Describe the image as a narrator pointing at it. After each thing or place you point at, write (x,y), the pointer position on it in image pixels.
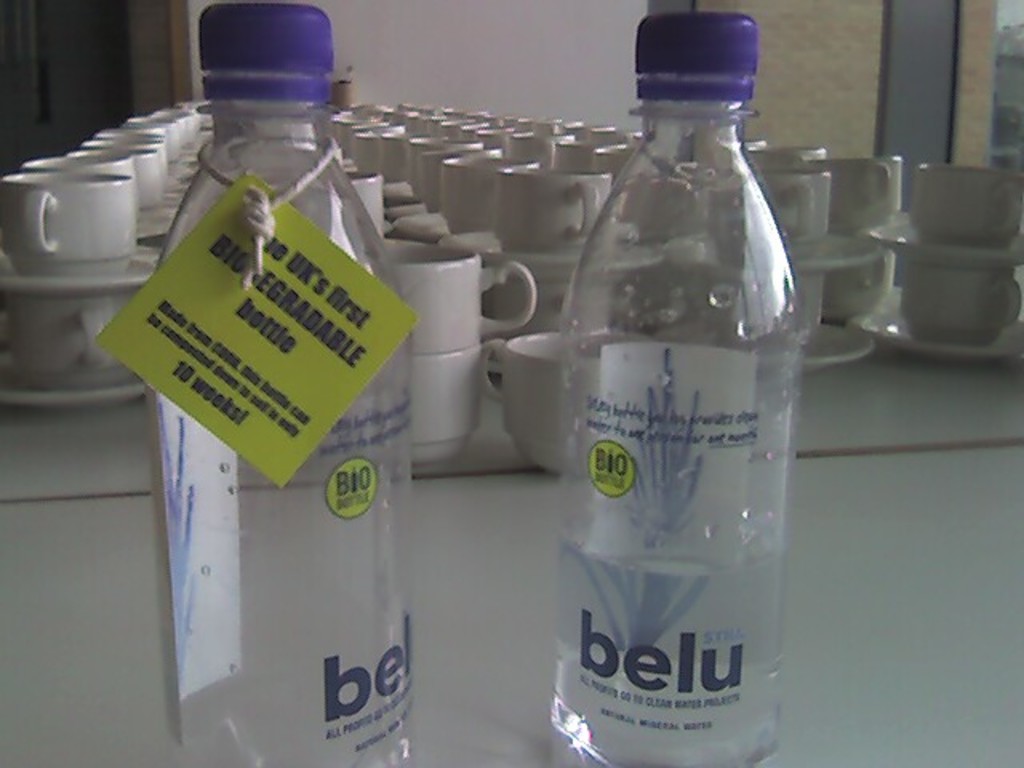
This is the picture of a table (102,446) on which there are two bottles (581,297) and some cups (445,346) on it.
